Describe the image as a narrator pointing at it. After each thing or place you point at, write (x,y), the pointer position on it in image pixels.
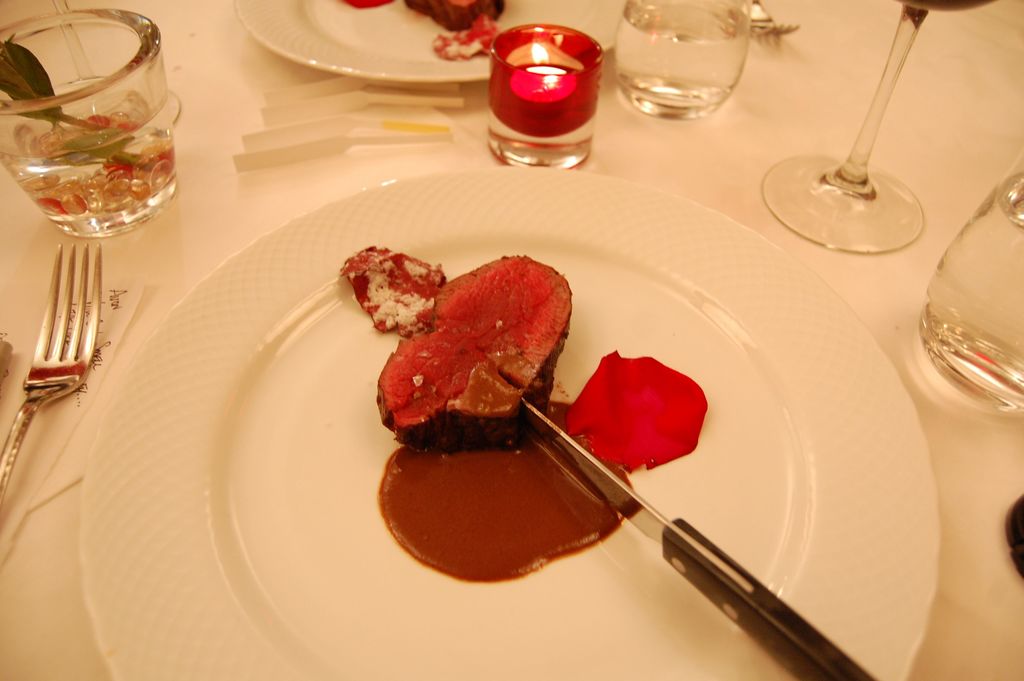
In this image, we can see food (568,479), flower petal (625,431) and knife (643,502) are on the white plate (378,484). Here we can see the white surface (231,197). On the white surface (755,201), we can see so many objects (974,290), fork (60,338), glasses (1016,272) and plate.
